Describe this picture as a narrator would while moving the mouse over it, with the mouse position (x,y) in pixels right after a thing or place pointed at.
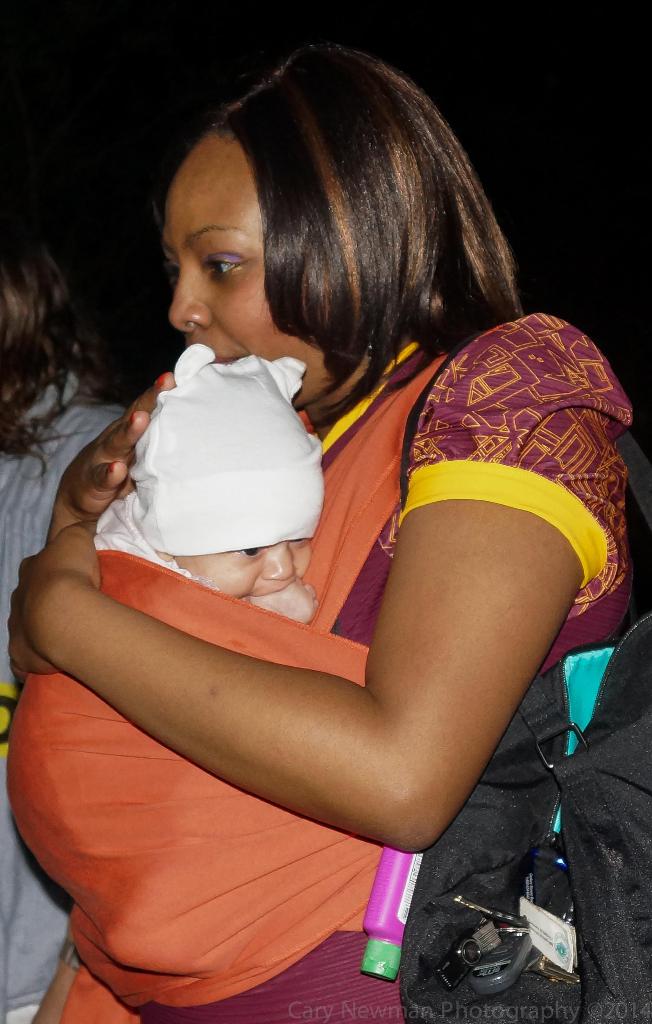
In the foreground (349,463) I can see a woman (322,574) is holding a baby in hand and is wearing a bag (537,824). In the background (134,311) I can see a person (28,269) and dark color. This image is taken may be during night.
